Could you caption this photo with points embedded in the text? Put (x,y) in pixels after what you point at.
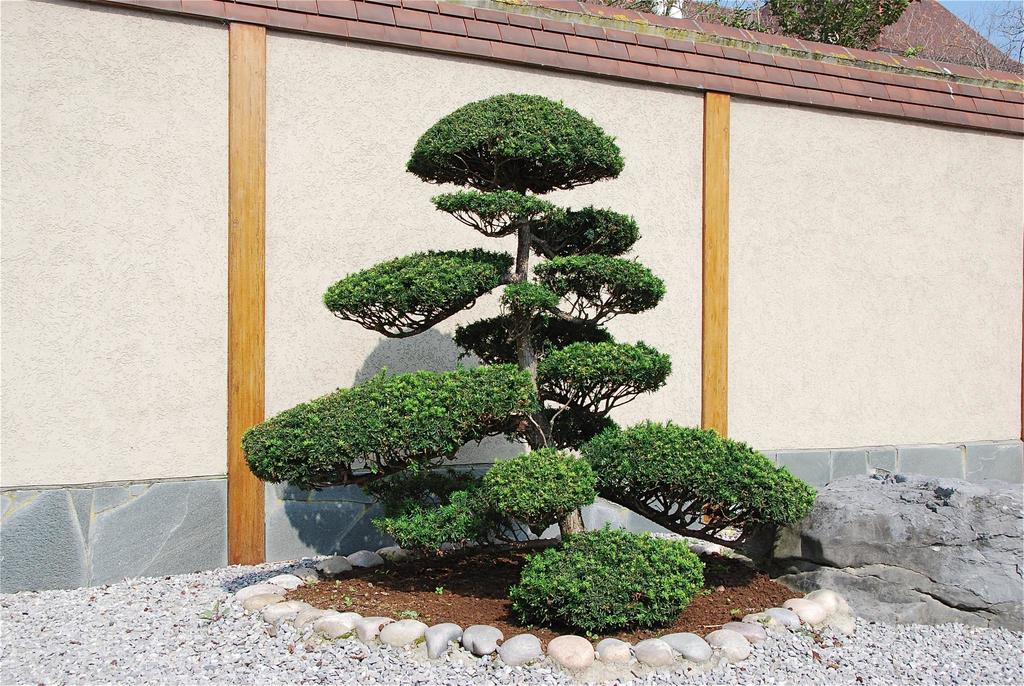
In this image there are trees (720,491) and we can see a wall (776,383). At the bottom (248,648) there are stones (284,616).
